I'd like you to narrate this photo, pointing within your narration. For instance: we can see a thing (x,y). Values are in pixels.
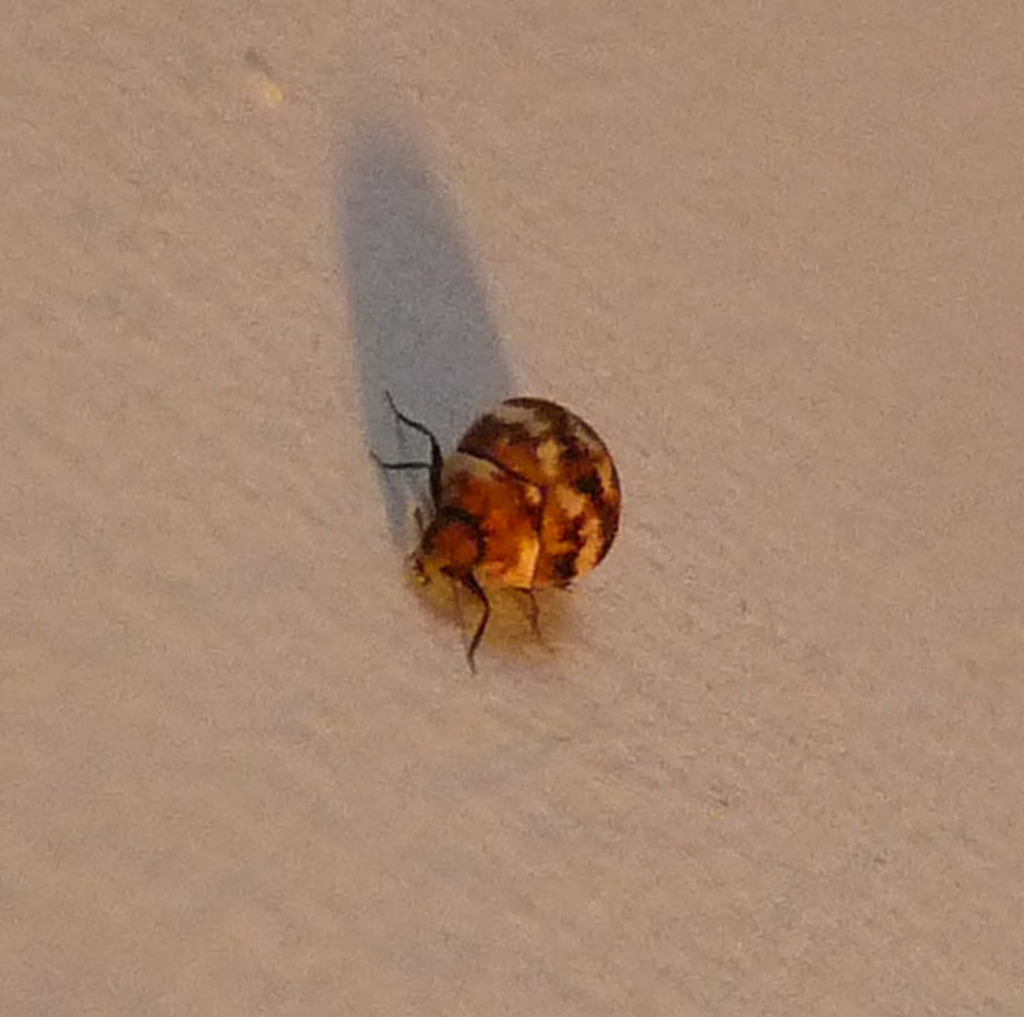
This image consists of an insect (591,526) on the wall (603,686). It is in black and brown color.
